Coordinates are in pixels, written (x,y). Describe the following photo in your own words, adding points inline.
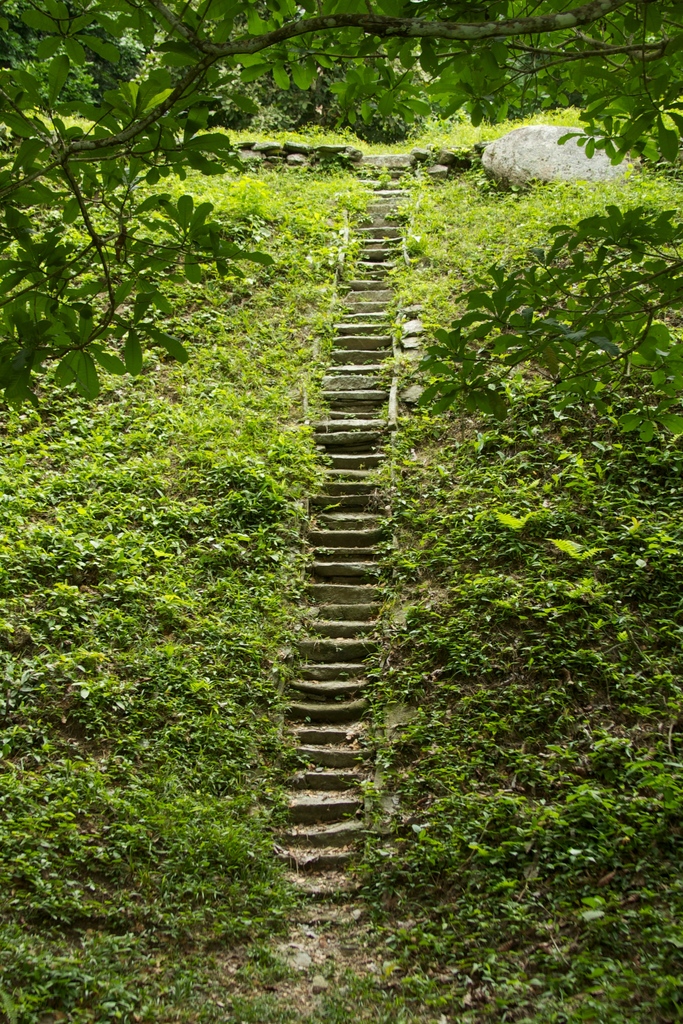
In this image there are stone steps (369,516) in the middle (373,537). Beside the steps (346,518) there are plants (565,563). On the right side (571,180) top there is a big stone (575,164) on the ground (528,195).
